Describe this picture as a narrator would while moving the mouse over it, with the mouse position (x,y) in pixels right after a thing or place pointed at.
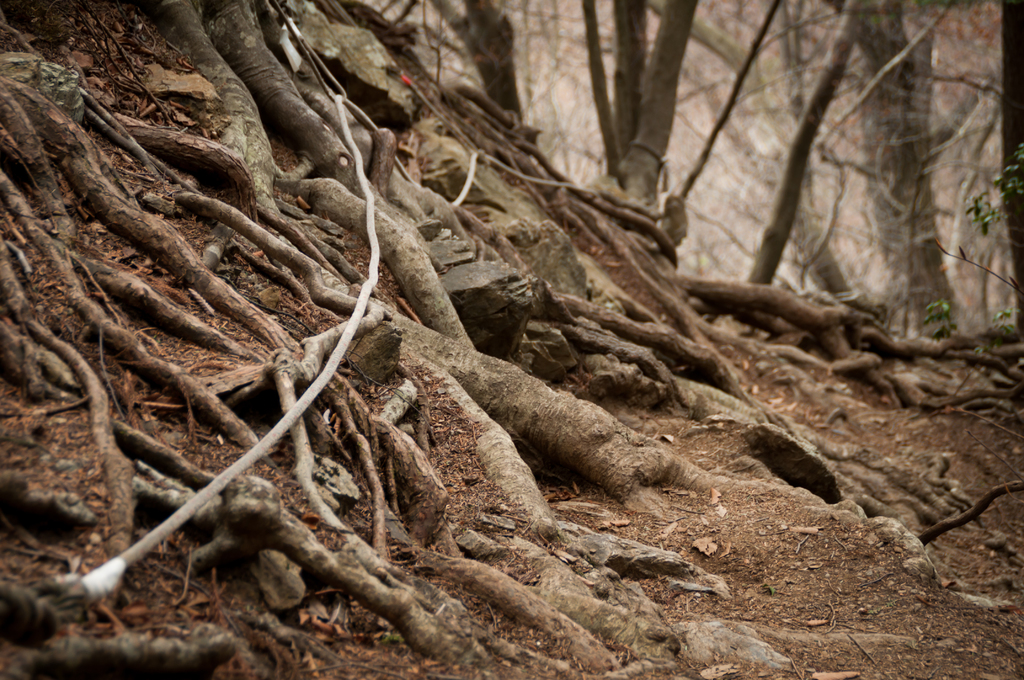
In this image I see number of trees (288,96) and I see the white color thing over here and I see the mud (838,417).
